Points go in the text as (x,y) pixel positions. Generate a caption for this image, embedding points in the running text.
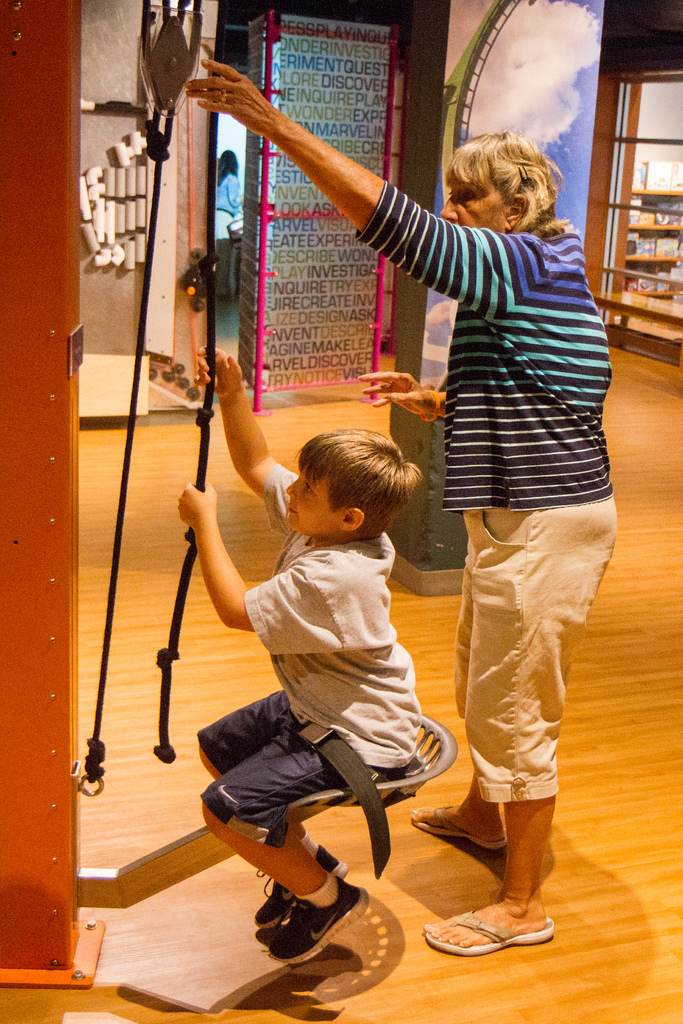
This picture describes about few people (459,457), in the middle of the image (347,577) we can see a boy (278,582), he is seated and he is holding a rope (209,425).
